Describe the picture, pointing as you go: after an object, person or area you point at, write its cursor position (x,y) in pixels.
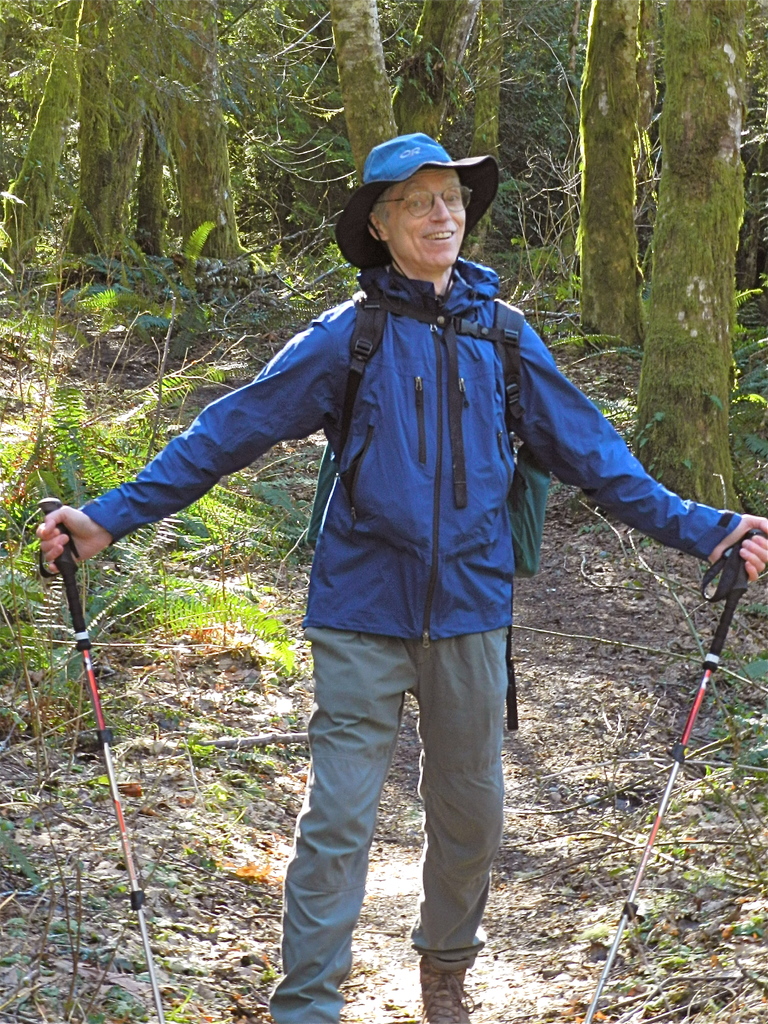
In the center of the image (323,628) we can see a man (454,810) standing. He is holding a walking stick (140,928) in his hand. In the background (122,178) there are trees (357,167). At the bottom (264,705) there is grass (262,701).
